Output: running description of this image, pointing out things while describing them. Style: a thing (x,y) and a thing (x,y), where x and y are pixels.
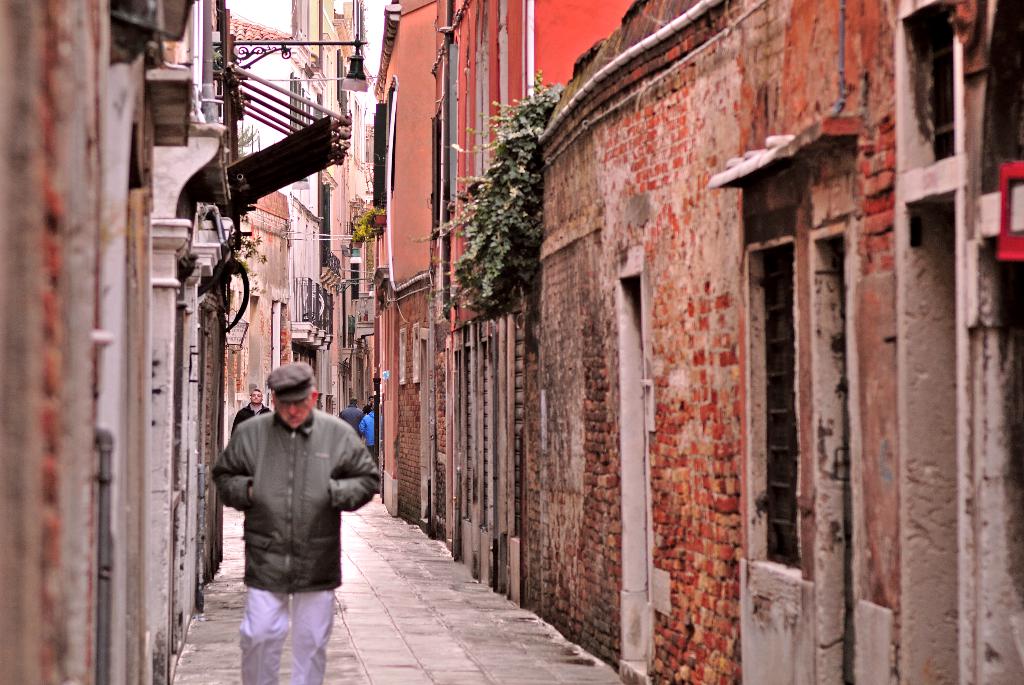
In this image, we can see persons (336,449) in between buildings (50,438). These persons (366,432) are wearing clothes (280,418). There are climbing plants (515,178) on the wall (563,279).
